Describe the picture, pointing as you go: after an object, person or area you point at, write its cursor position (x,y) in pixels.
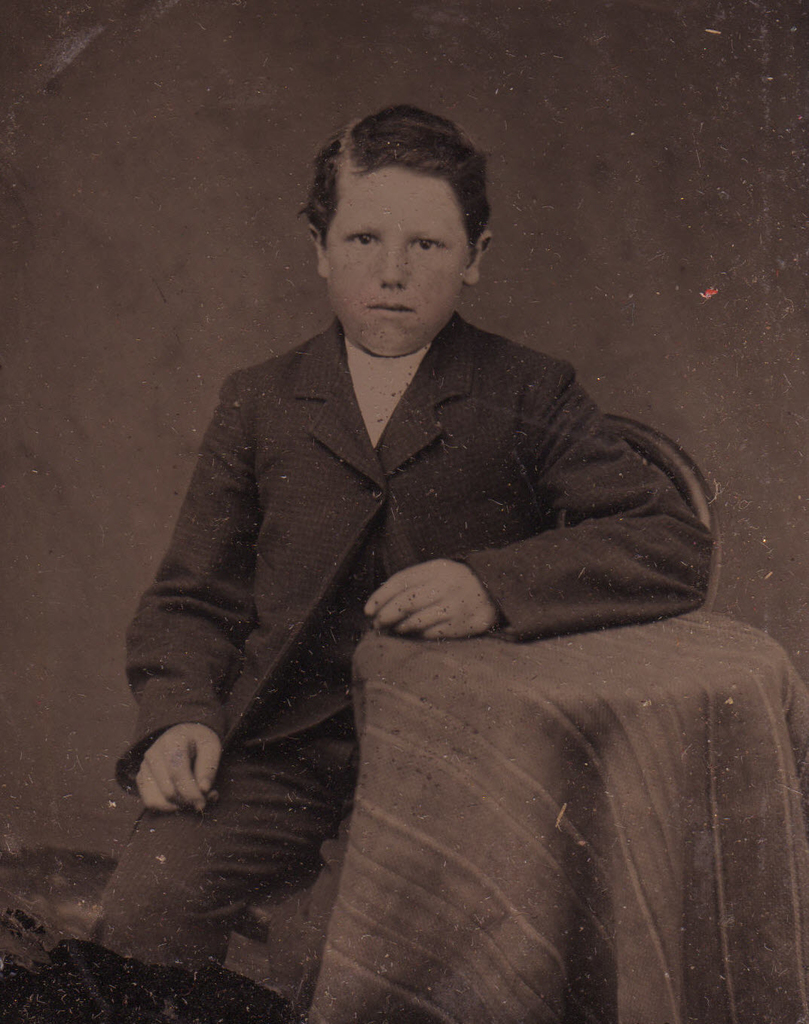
This is a black and white image where we can see a boy (342,456) sitting on a chair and we can see a wall (221,164) in the background (733,185). It seems like a table (655,811) covered with a cloth (514,827).
